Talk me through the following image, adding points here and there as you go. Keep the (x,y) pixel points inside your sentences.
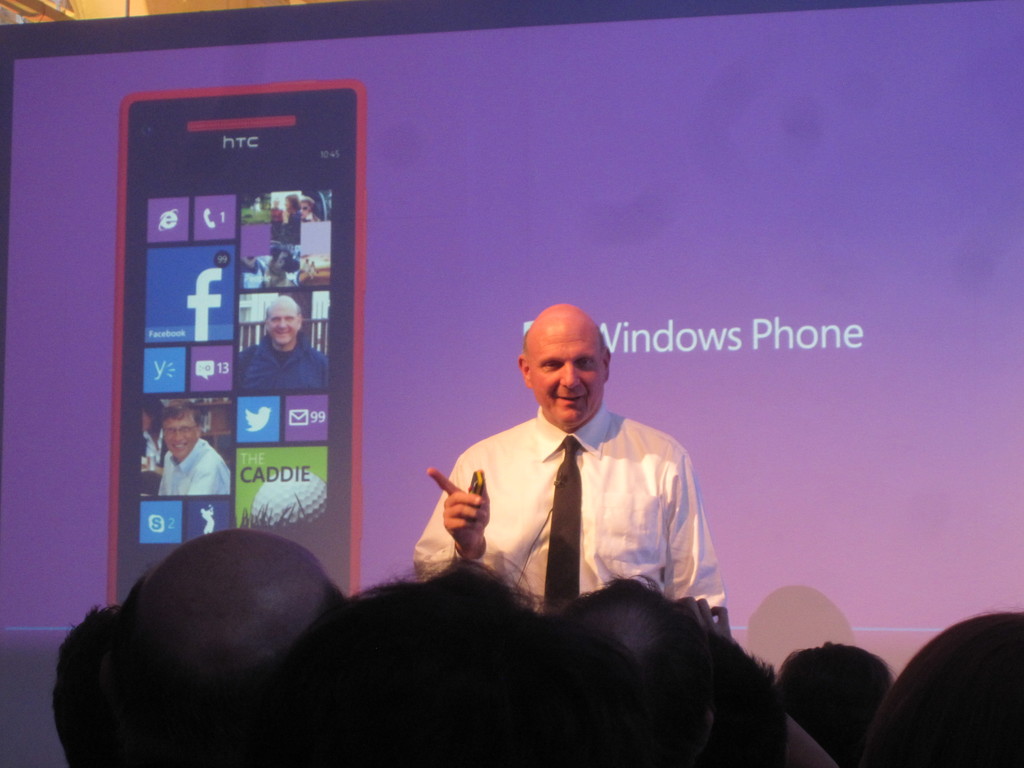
In the picture we can see a man (549,551) standing and giving a seminar, he is with white shirt (606,547) and black tie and holding a small remote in the hand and in front of him we can see people (477,672) are sitting and behind the man (591,387) we can see a screen (918,322) with a image of mobile phone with icons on it and beside it we can see a name windows phone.
